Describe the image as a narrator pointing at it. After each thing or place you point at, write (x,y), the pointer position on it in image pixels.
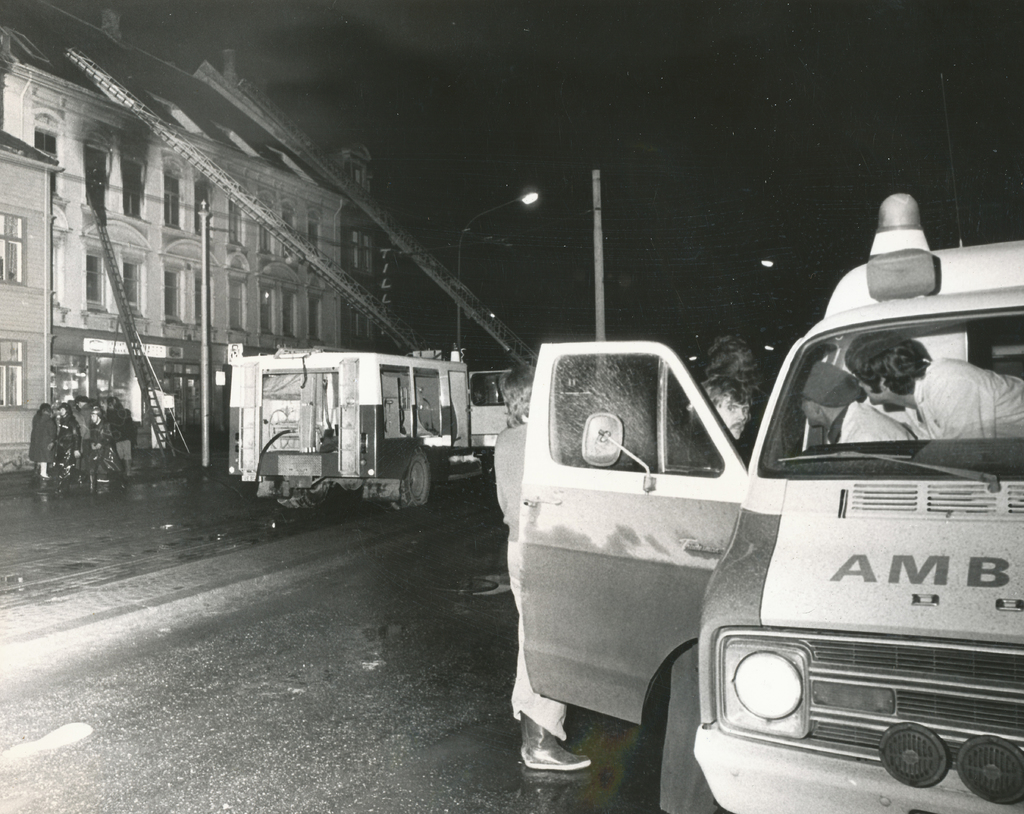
In this picture we can see there are vehicles (269,425) and people (66,449) on the road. On the left side of the image (109,239), there is a building (121,236) and ladders (312,261). On the right side of the building (301,269), there are poles (459,255) and lights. Behind the building (186,209) there is the dark background (673,265).
